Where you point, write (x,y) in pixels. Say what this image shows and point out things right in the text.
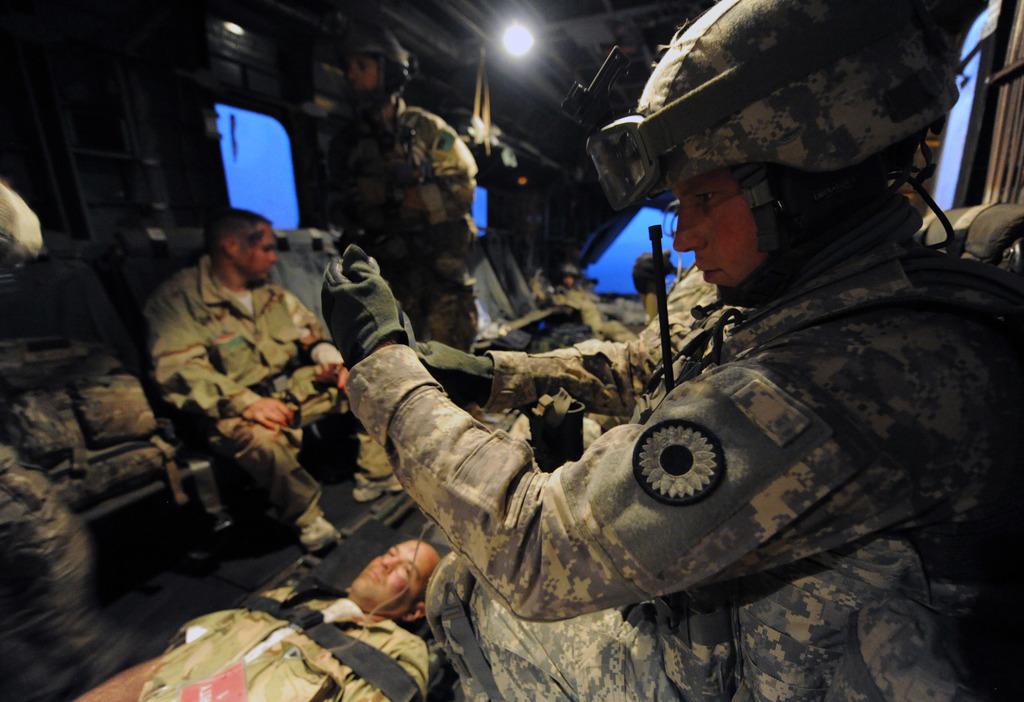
In the image we can see there are people (829,393) sitting and one is standing, they are wearing military clothes (556,356), some of them are wearing helmet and gloves (397,329). Here we can see a person (263,663) lying. Here we can see a light (510,42) and window (250,178).
